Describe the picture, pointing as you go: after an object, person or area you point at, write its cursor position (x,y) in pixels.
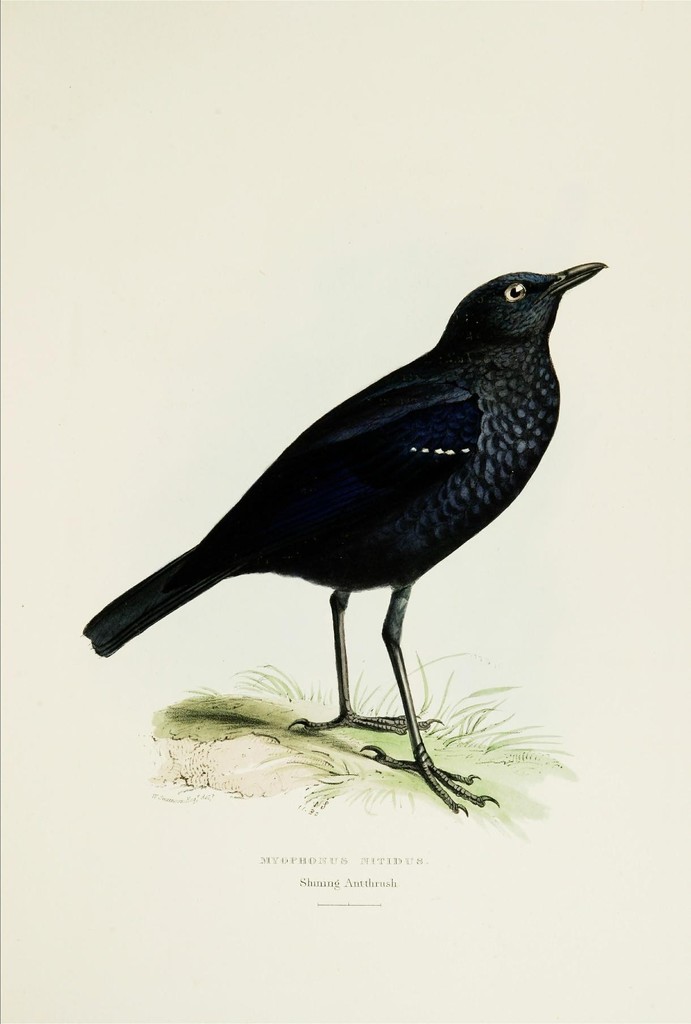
In this picture there is an image of bird (377,452) and grass (537,808). At the bottom (357,887) there is text (351,889). At the back (250,893) there is a cream background (264,959).
